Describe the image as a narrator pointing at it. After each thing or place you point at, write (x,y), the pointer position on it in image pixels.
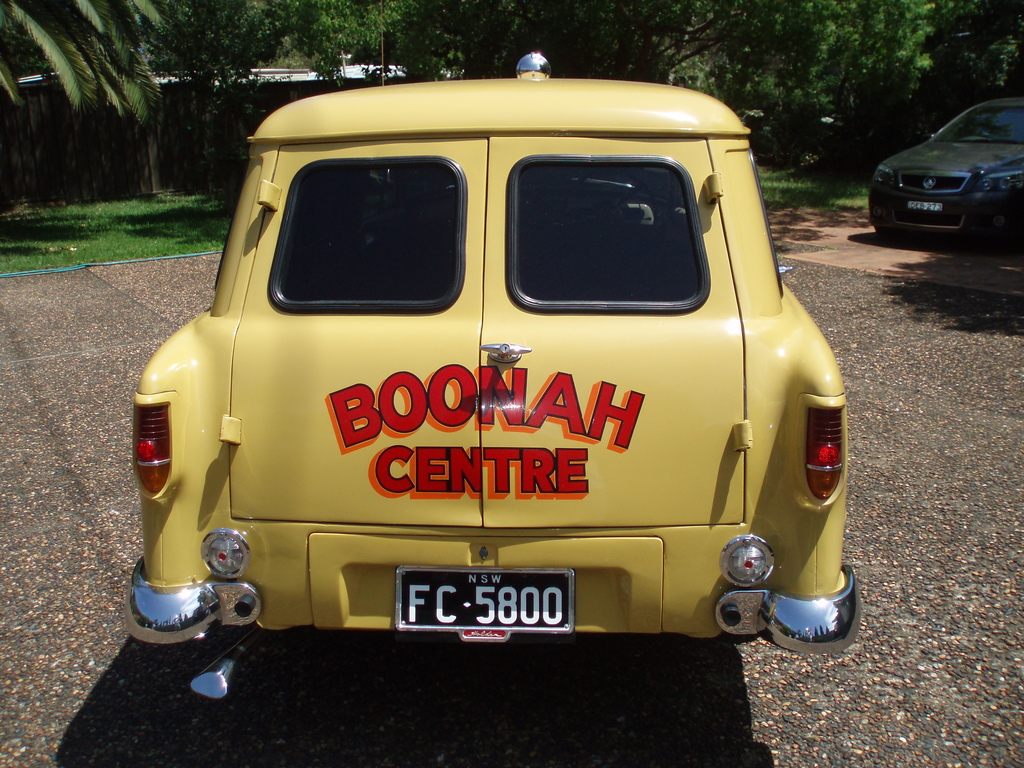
In this image we can see there are cars (723,217) on the ground (815,283) and there are trees (256,50) and grass (172,215) at the back (399,63).
